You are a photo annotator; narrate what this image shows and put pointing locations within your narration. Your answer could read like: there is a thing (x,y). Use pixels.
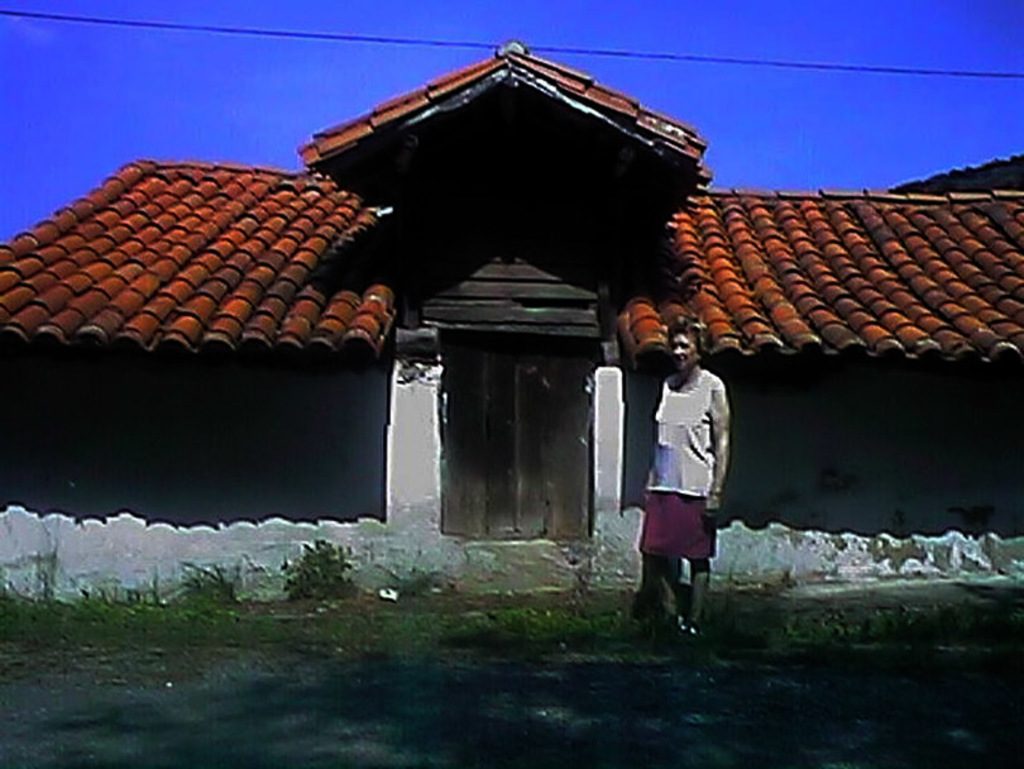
In this image I can see a person (687,504) is standing. In the background (544,321) I can see a house (430,414), plants (319,557), a wire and the sky (730,80).
